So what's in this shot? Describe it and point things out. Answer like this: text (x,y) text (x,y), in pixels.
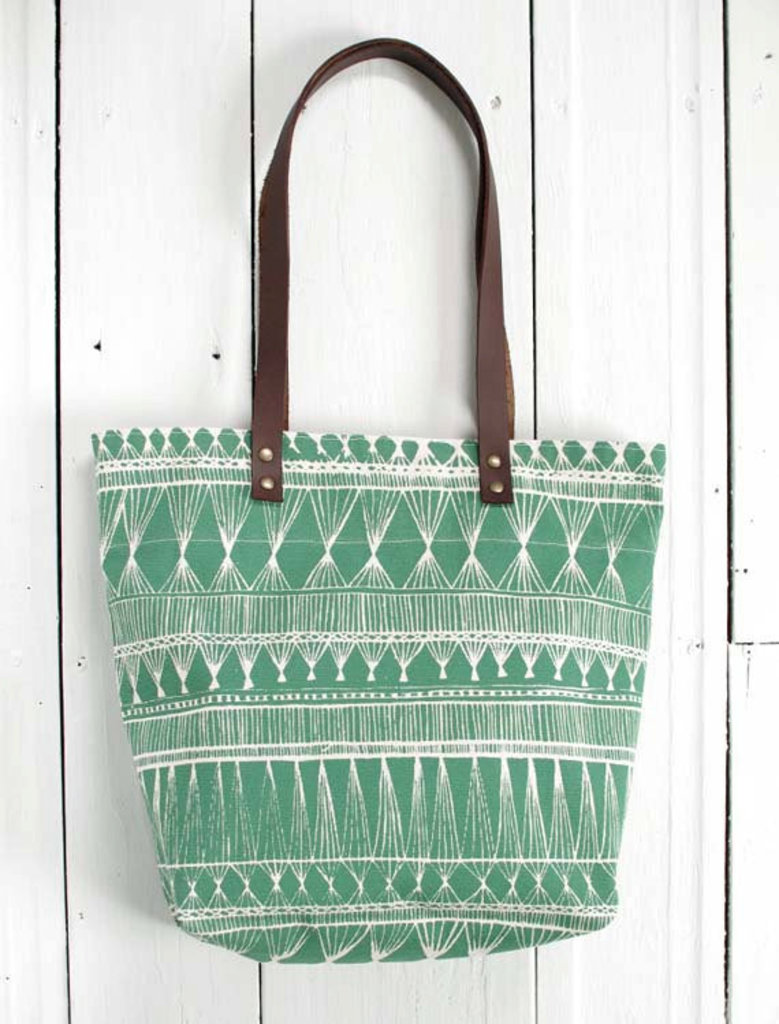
This image consists of a bag (329,478) which is in green color. It is placed on a table (571,24), it has a brown color handle (444,74).
